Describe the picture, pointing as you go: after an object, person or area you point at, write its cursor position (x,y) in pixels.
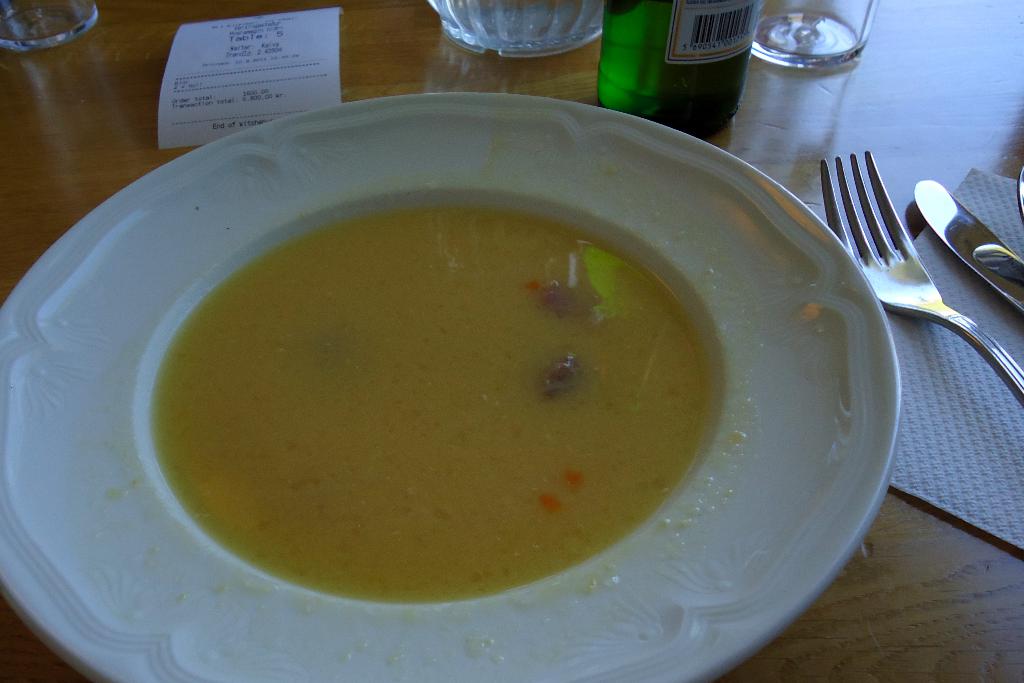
In this image we can see some soup (462,457) which is in white color plate (633,600), there are bottles (633,50), glasses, spoon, fork (878,261) and tissue paper (937,273) on the table (490,62).
